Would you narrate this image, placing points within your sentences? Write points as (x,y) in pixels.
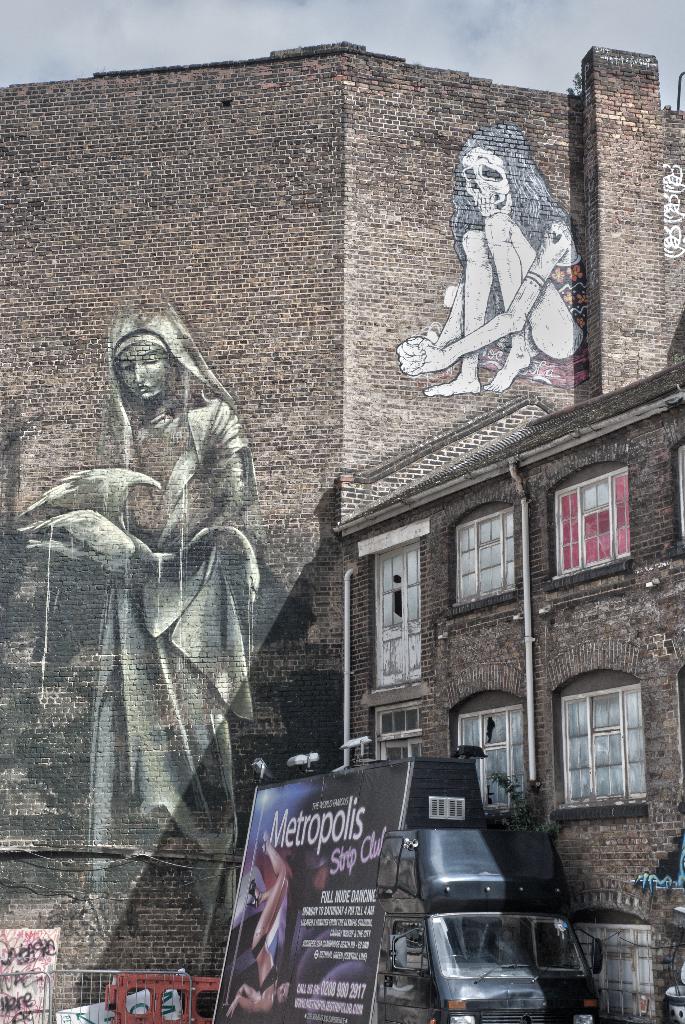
In this image the sky (281,26) truncated towards the top of the image (157,24), there are buildings (336,403), there is a building (563,679) truncated towards the right of the image (596,764), there are windows (502,545), there is a painting (244,453) on the wall (248,386), there is a fencing (125,984) truncated towards the bottom of the image (123,997), there is a vehicle (491,909) truncated towards the bottom of the image (250,1016), there is a board (289,872) truncated towards the bottom of the image (298,902), there is text (335,935) on the board (269,902).
